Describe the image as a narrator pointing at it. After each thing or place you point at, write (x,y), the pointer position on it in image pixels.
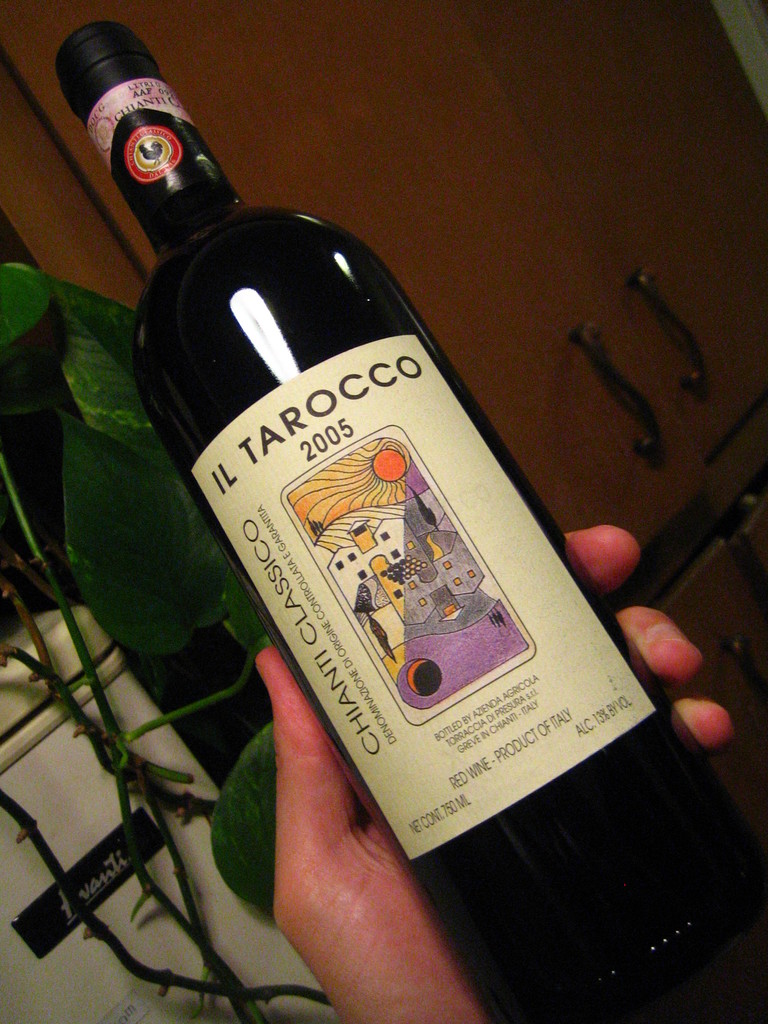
At the bottom of this image (312,880) I can see a person's hand (349,852) holding a bottle (427,469). In the background (402,128) there is a door (587,453) and a plant (76,332). In the bottom left (51,962) there is a white color box (46,967) which seems to be a machine (48,958).
